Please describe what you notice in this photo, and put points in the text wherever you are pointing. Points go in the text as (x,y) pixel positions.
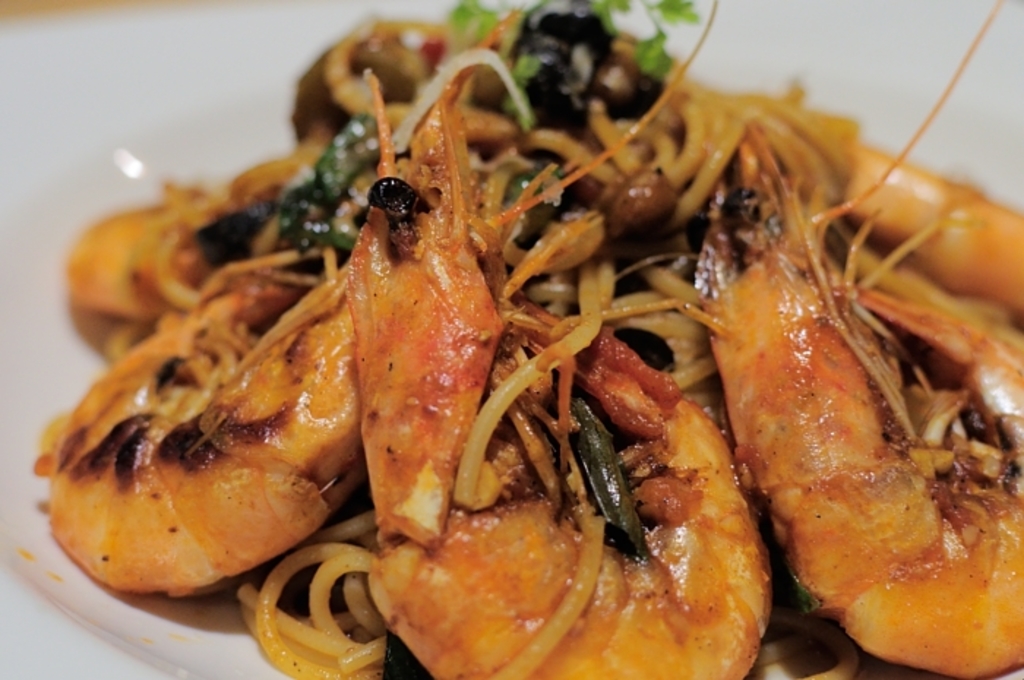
In this image we can see many prawns (269,352) on the plate (786,40).
